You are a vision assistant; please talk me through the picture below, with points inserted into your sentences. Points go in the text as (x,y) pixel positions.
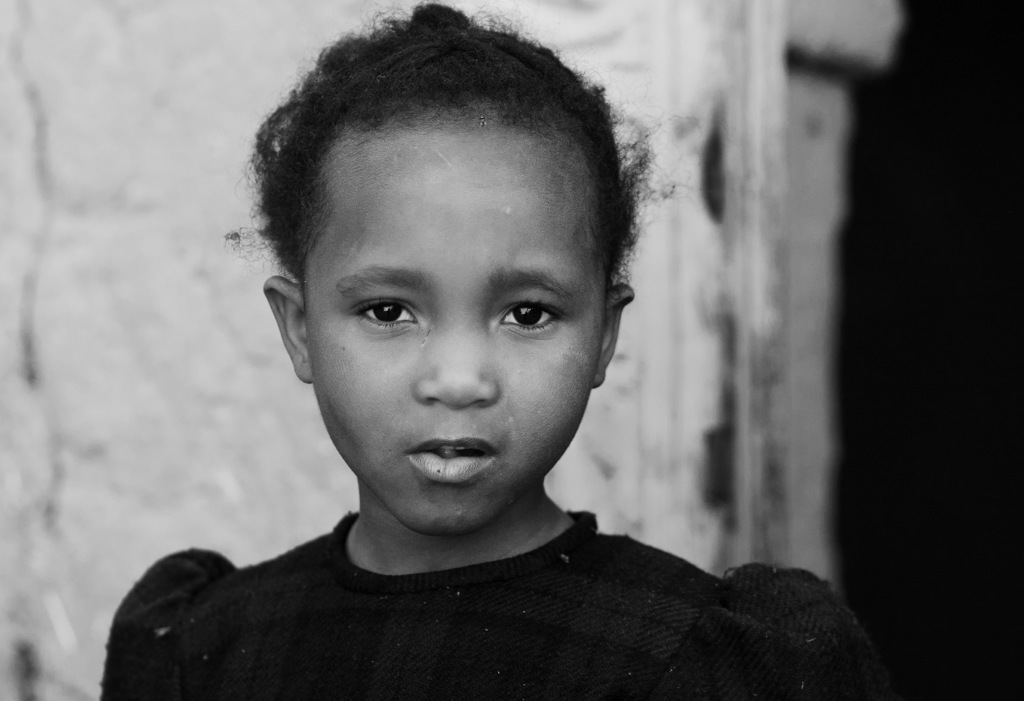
In this black and white image, we can see a kid (597,591) wearing clothes (380,640). In the background (154,302), image is blurred.
